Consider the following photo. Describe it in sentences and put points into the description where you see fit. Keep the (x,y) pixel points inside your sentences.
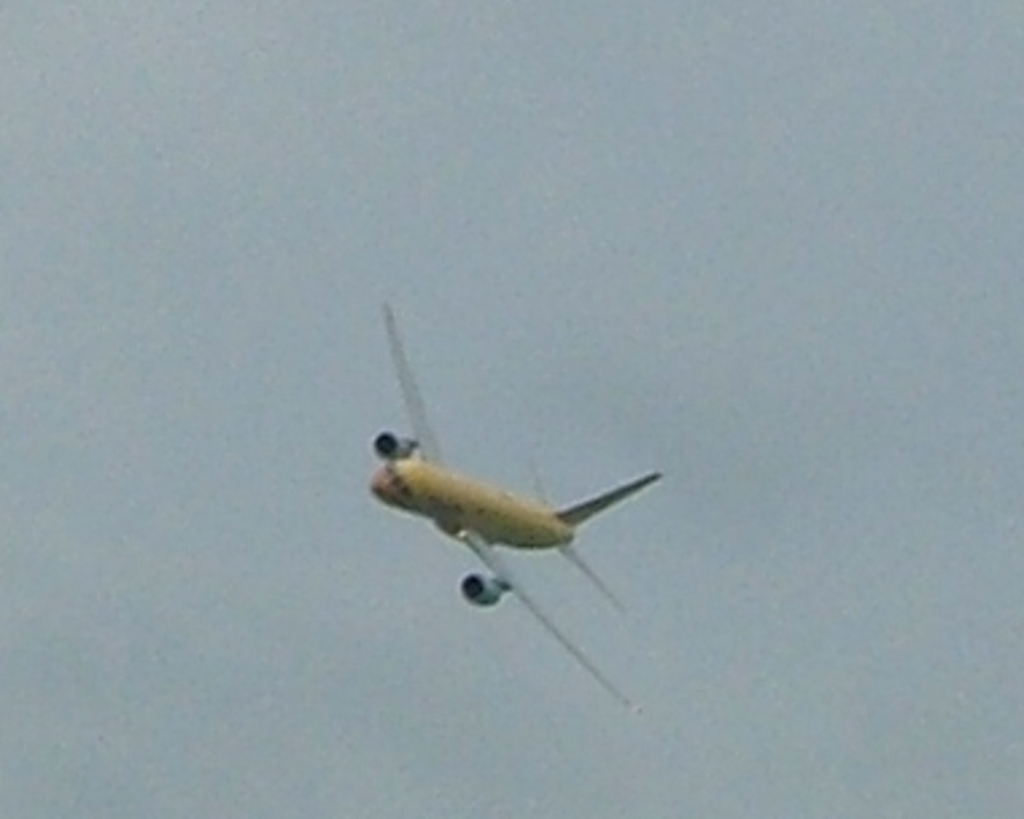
In this picture, we can see flight (480,523) in air (467,419), and the sky (448,417).
